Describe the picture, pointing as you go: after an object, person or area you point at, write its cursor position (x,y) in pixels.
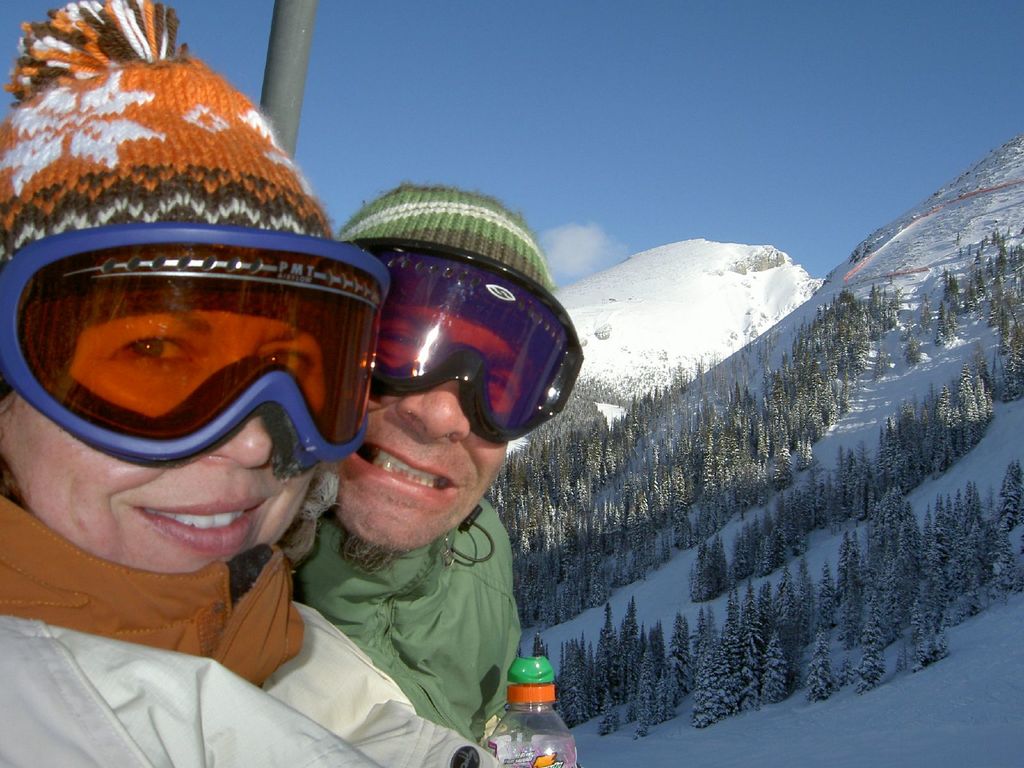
In this image there are two people (466,381) standing together wearing jackets (442,732), glasses (353,323) and monkey caps (87,159), beside them there are mountain (906,705) with trees (696,447) which are covered with snow (981,638).
